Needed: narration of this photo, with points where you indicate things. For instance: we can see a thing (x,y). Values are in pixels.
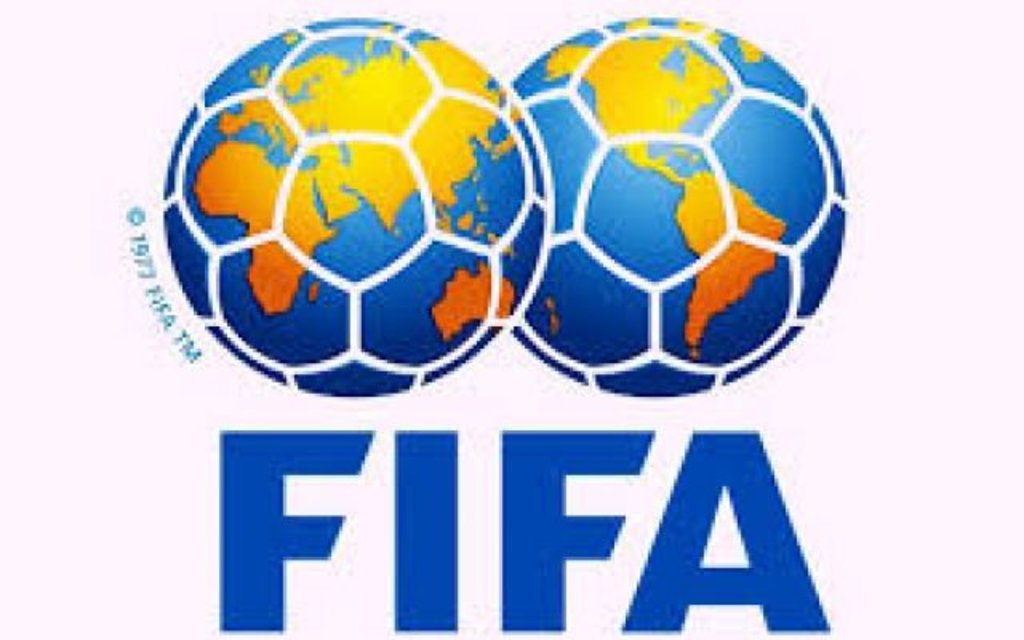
In this image I can see the digital art of two globes (359,222) which are blue, orange and gold in color which are in the shape of a soccer ball and I can see the white colored background (133,201).
